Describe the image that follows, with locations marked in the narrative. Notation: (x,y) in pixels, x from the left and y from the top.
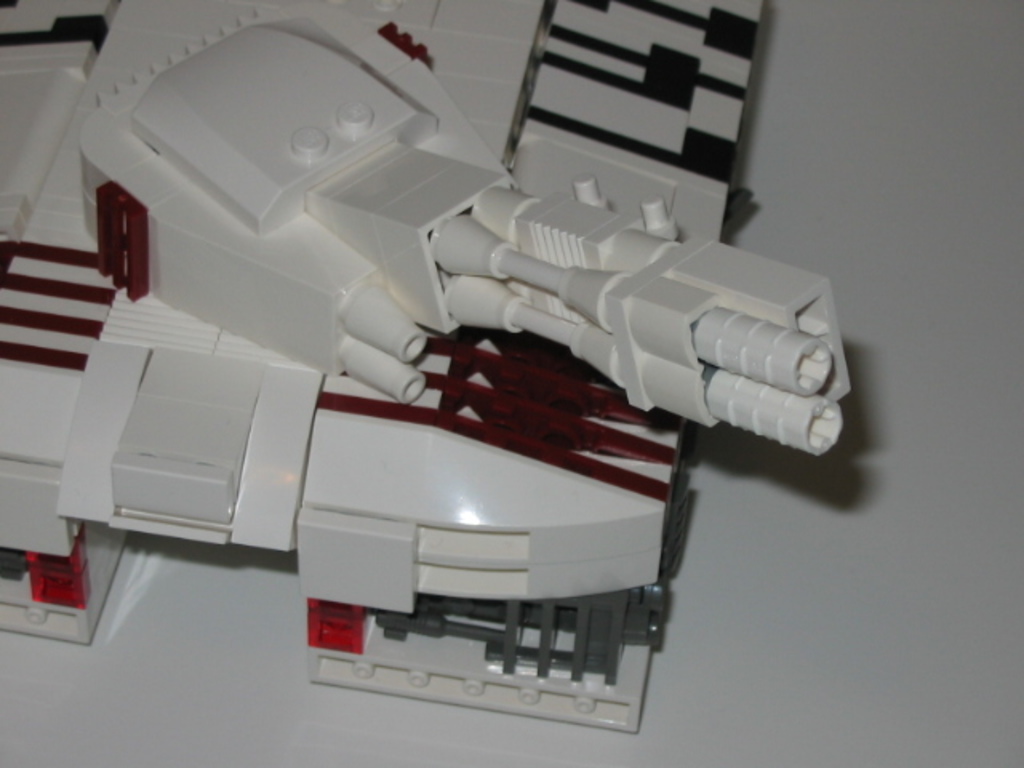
In this image I can see a toy machine (501,336) on the floor (704,445). This image is taken may be in a room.
